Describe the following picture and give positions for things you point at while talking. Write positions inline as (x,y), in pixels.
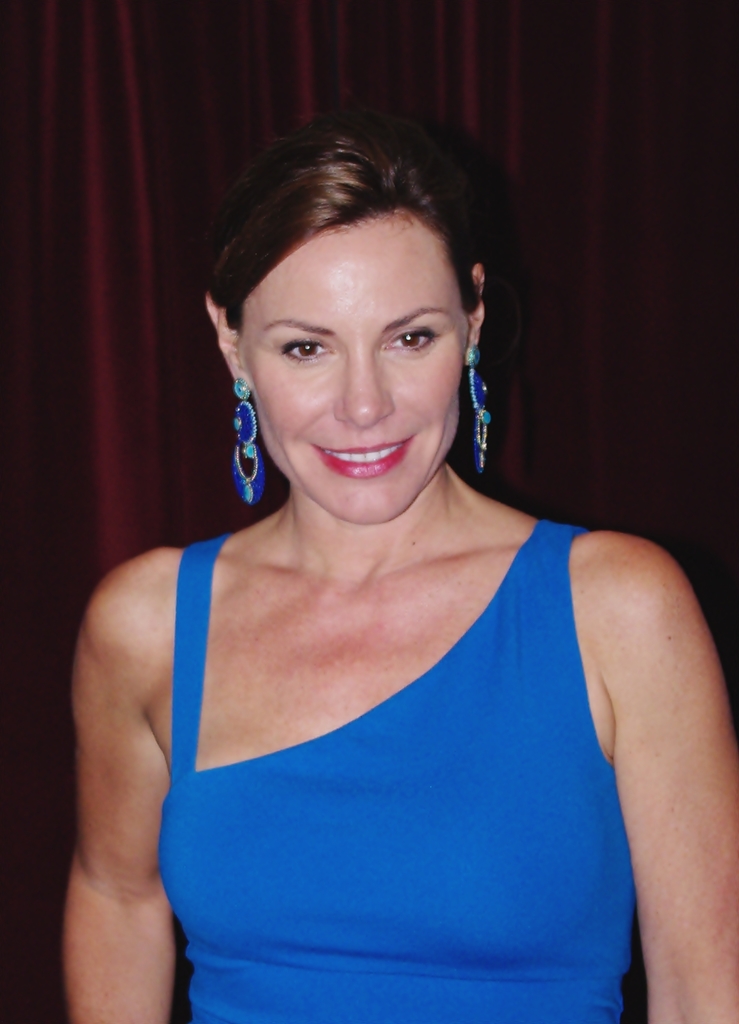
In this picture, we see a woman (389,721) is wearing the blue dress (344,820) and she is smiling. She might be posing for the photo. In the background (156,250), we see a sheet (114,187) in maroon color.
